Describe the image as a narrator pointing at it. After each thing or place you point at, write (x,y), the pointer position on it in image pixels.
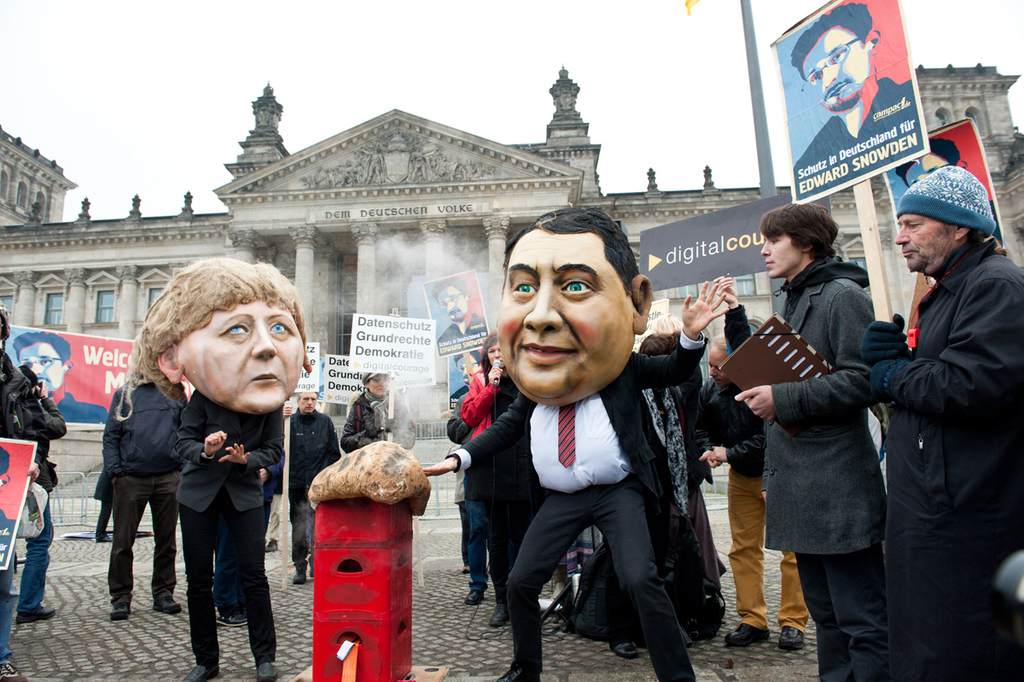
In the front of the image (940,422) we can see people (795,483), posters (922,169), pole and objects (345,604). Among them two people (604,493) wore masks (606,352) and few people (964,301) are holding posters (949,150) and boards (127,360). In the background of the image (423,117) we can see sky (313,111) and building (429,214).
